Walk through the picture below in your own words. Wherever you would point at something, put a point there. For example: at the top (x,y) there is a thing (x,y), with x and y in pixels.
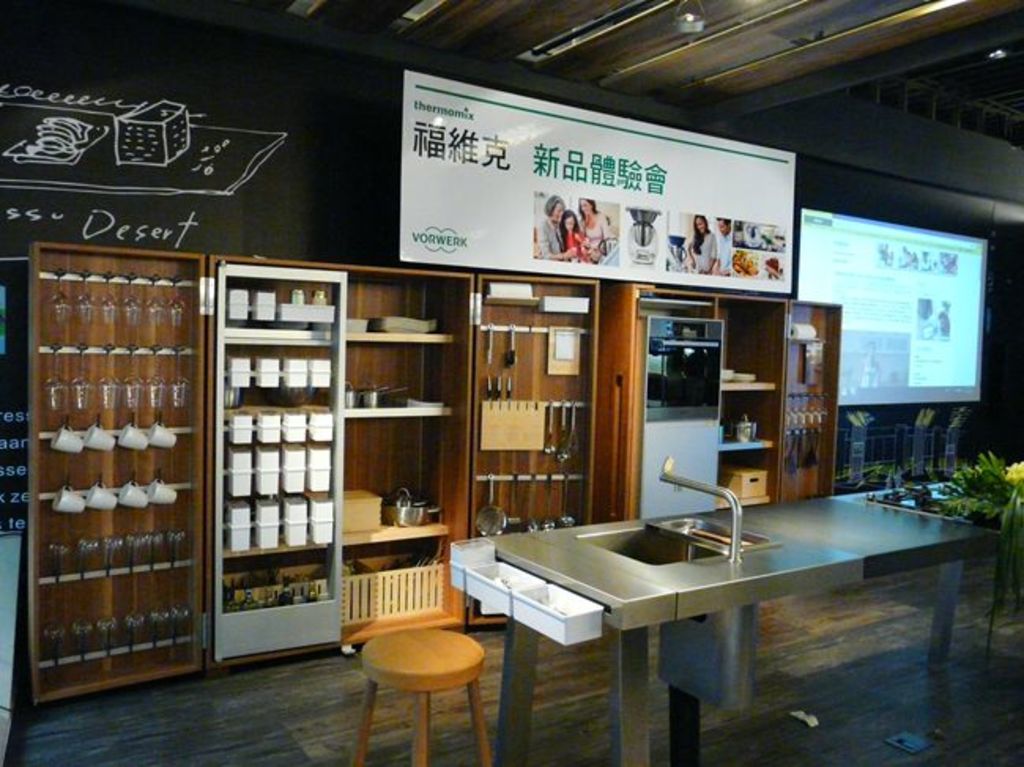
In the foreground of the image (638,650) we can see a stool (472,671) placed on the ground (433,712), a counter top (713,560) with some containers (555,620) and a plant (993,495) on it. In the background (937,351), we can see a screen (905,289), hoarding (733,245) with some text (443,251) and group of cupboards (766,399) with several items (299,466) are placed on the floor (271,734).
